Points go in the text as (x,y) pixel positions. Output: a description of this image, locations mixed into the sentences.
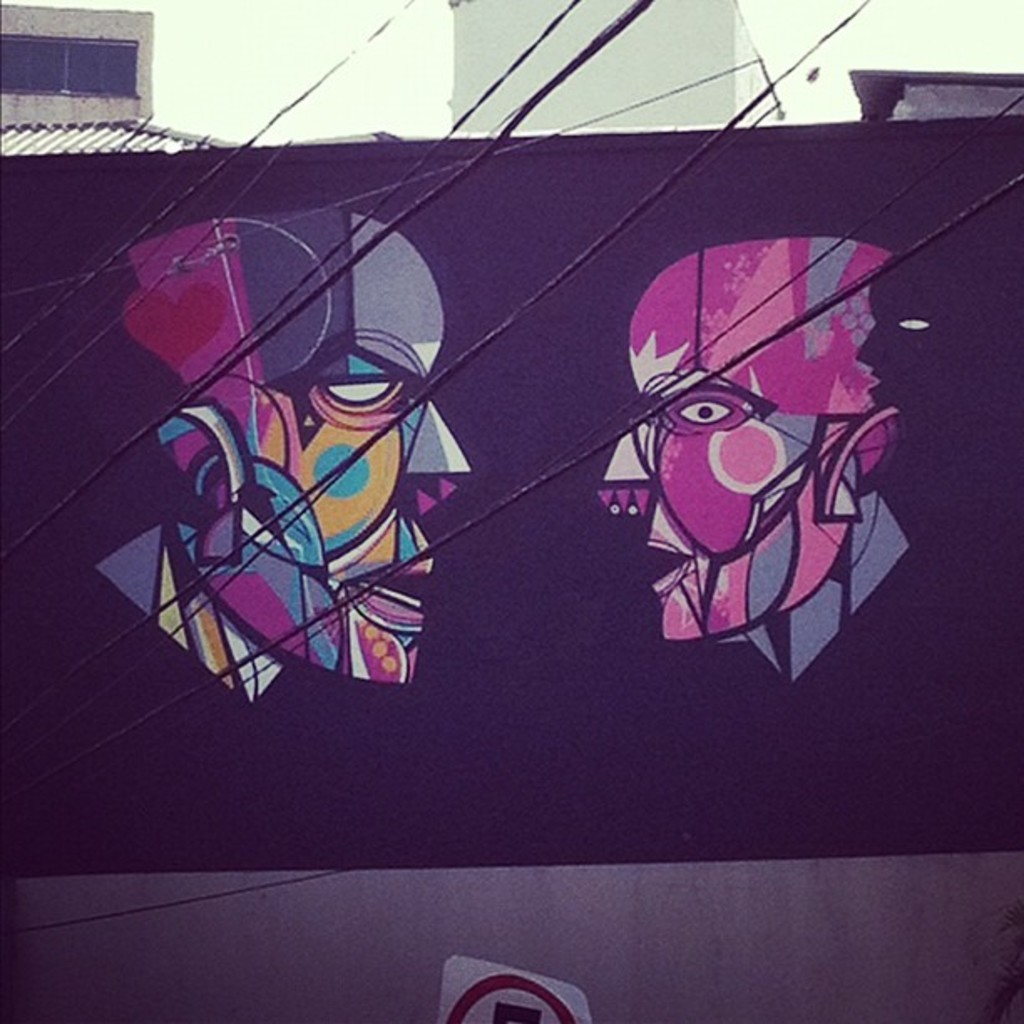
In the foreground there are cables (796,66). In the center of the picture (460,423) there is a wall (565,251), on the wall (497,407) there is painting (713,277). In the background (543,67) there are buildings (525,43) and sky (435,64). At the bottom (484,1004) there is a sign board (495,993).
